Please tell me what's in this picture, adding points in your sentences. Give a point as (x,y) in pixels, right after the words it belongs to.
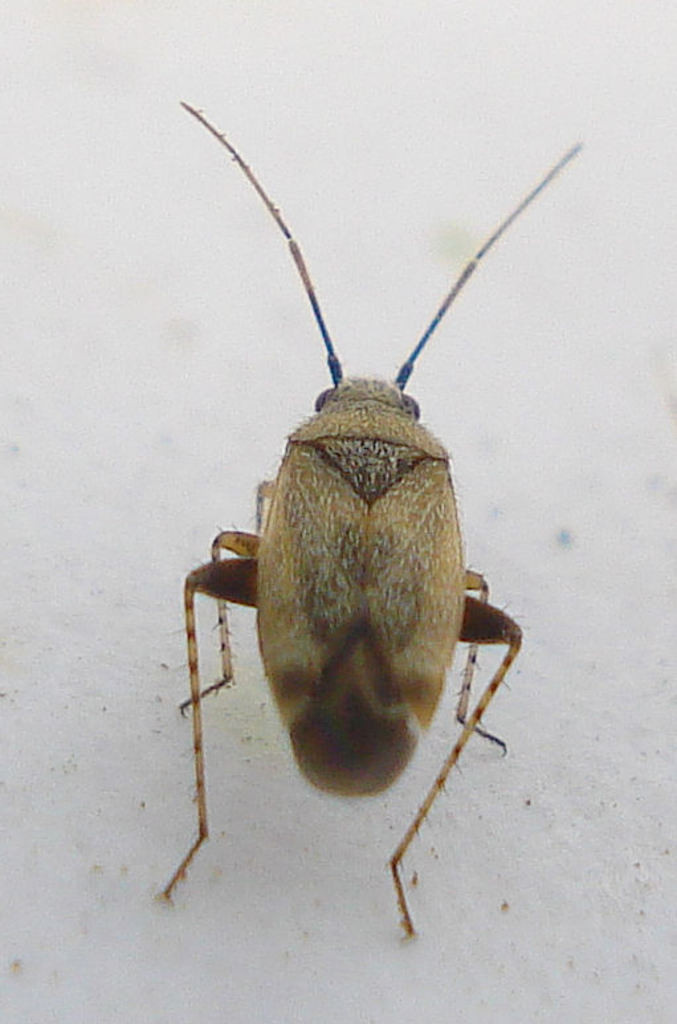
In this image there is an insect (359,535), at the background of the image (172,479) there is a wall (140,432) truncated.
